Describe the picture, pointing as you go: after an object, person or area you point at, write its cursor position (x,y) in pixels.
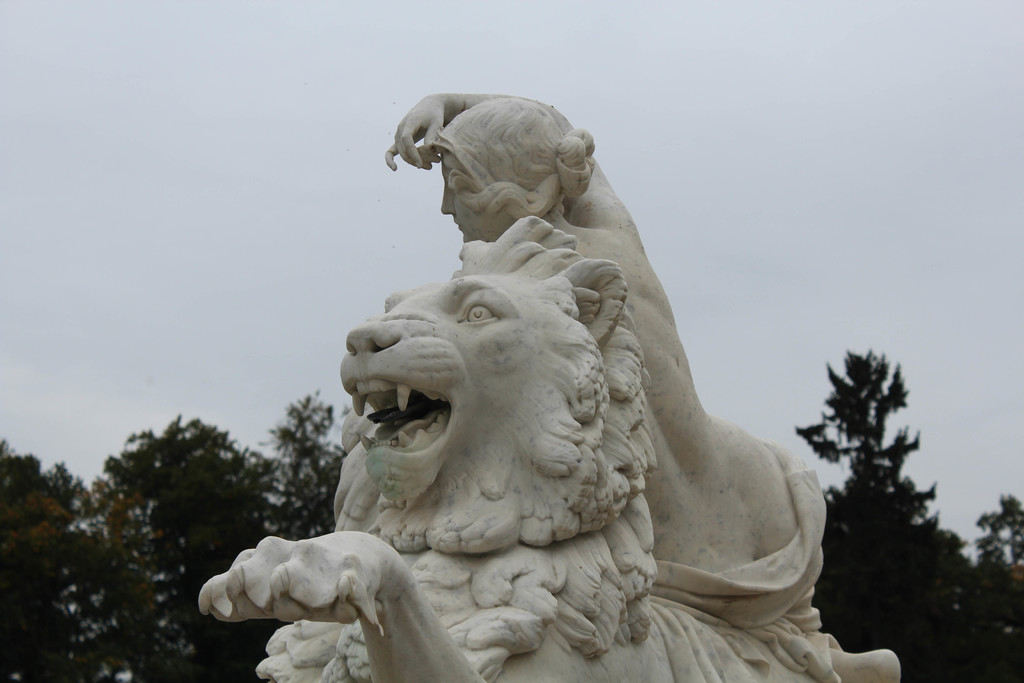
This picture is clicked outside. In the center (480,440) we can see the sculpture of a lion (522,407) and a sculpture of a person (737,509). In the background (148,164) we can see the sky (724,213) and the trees (149,527).
